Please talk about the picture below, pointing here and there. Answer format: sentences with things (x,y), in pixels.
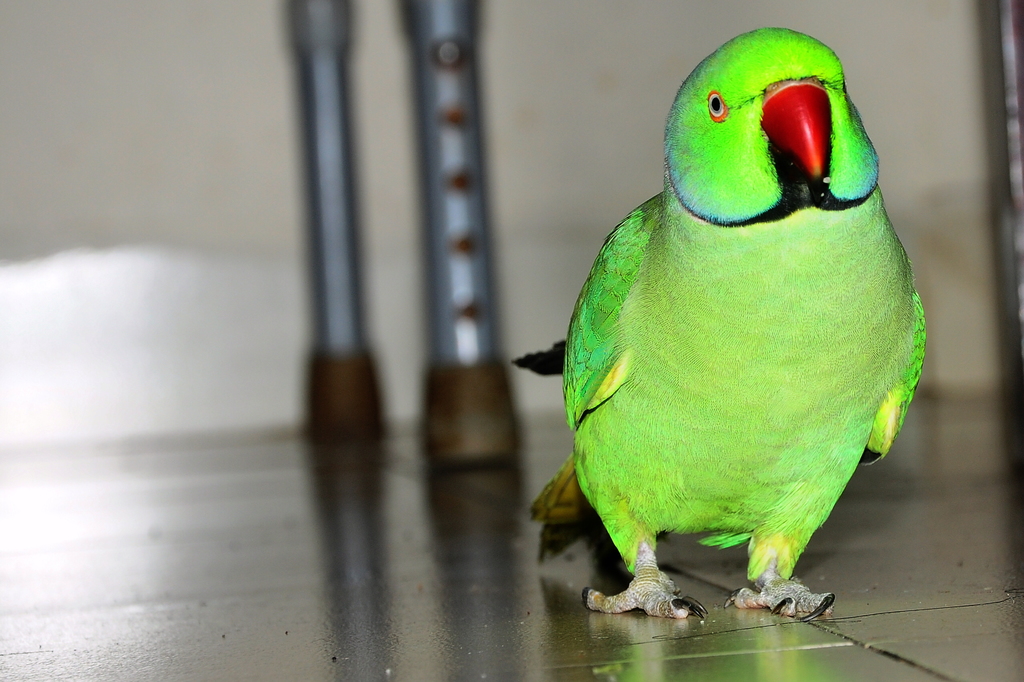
There is a parrot (730,301) on the floor (842,645). In the background (507,199) there is a wall (592,85). And it is looking blurred.
